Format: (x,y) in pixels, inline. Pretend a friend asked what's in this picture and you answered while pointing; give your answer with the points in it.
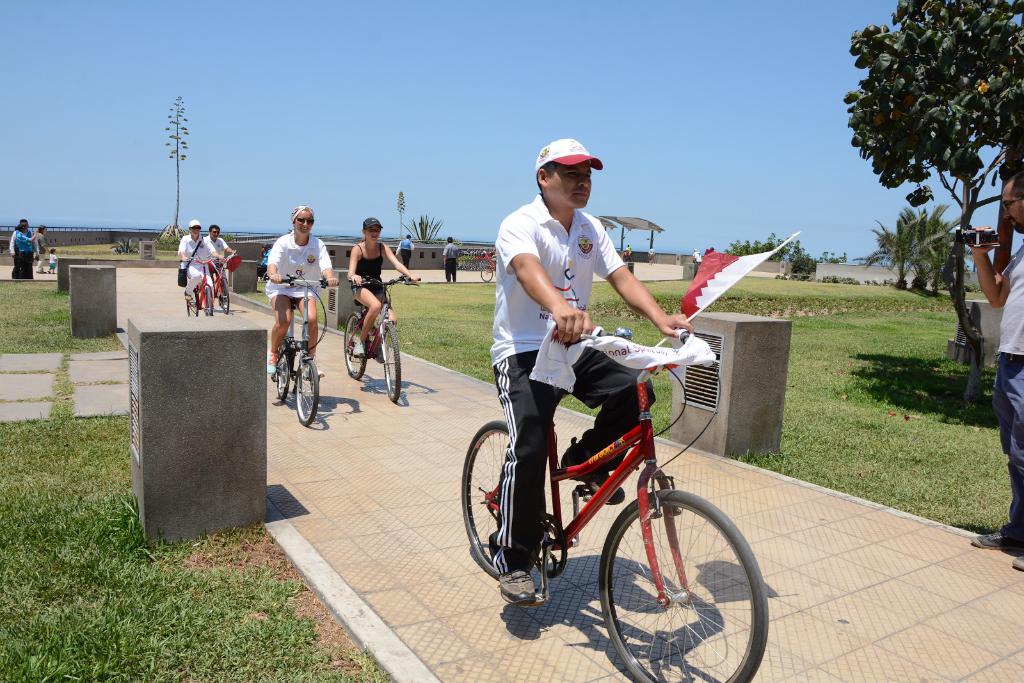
This is completely an outdoor picture. On the background (466,89) we can see a blue sky (416,97), trees (906,94) and we can see few persons (37,241) walking here. This is fresh green grass (855,394). At the right side of the picture (1005,381) we can see one man (1001,275) holding a camera (987,235) in his hand (983,253) and recording. We can see few persons (276,276) riding a bicycle (686,596). Here this is a flag (714,283).
